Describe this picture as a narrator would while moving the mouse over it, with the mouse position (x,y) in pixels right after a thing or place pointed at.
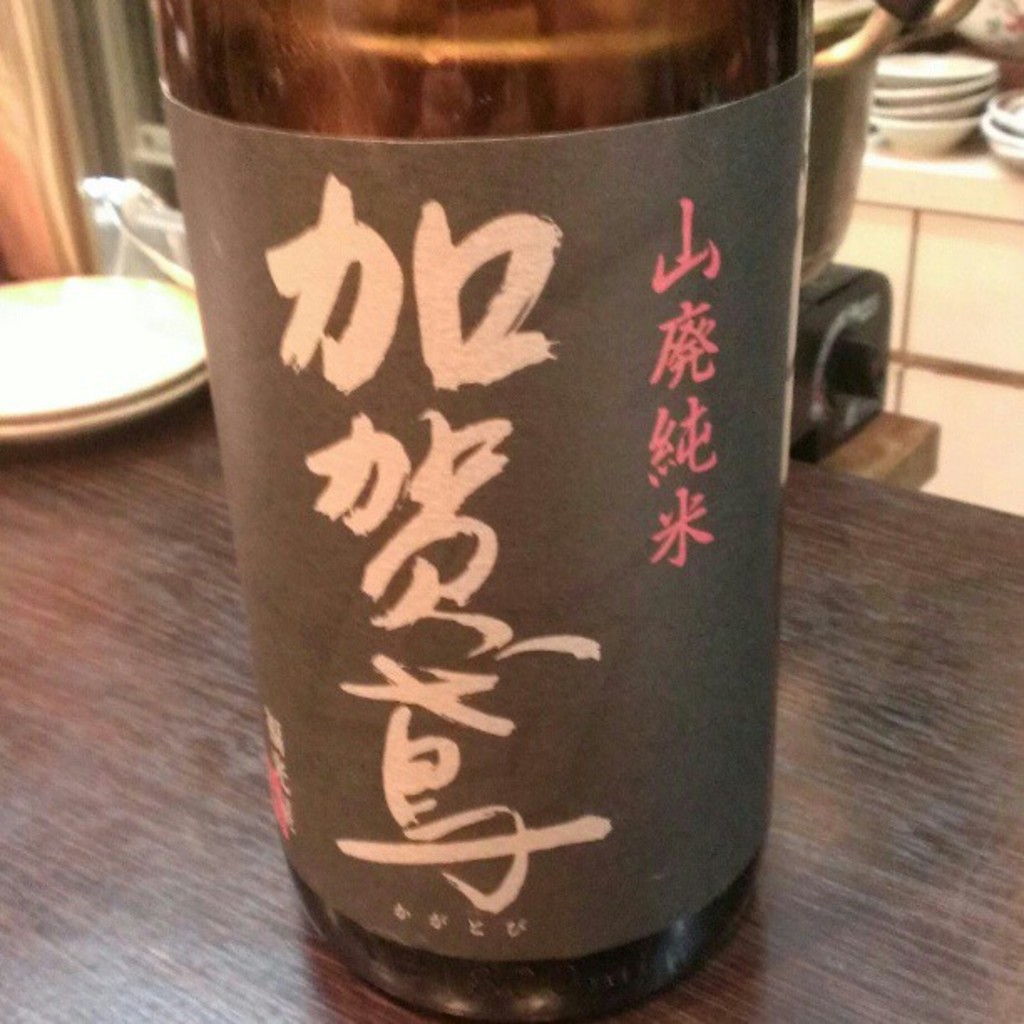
Here I can see a bottle (433,392) and two saucers (127,355) are placed on a table (115,719). In the background (954,320) there is another table (939,289) on which few bowls (915,100) and some other objects (923,20) are placed.
